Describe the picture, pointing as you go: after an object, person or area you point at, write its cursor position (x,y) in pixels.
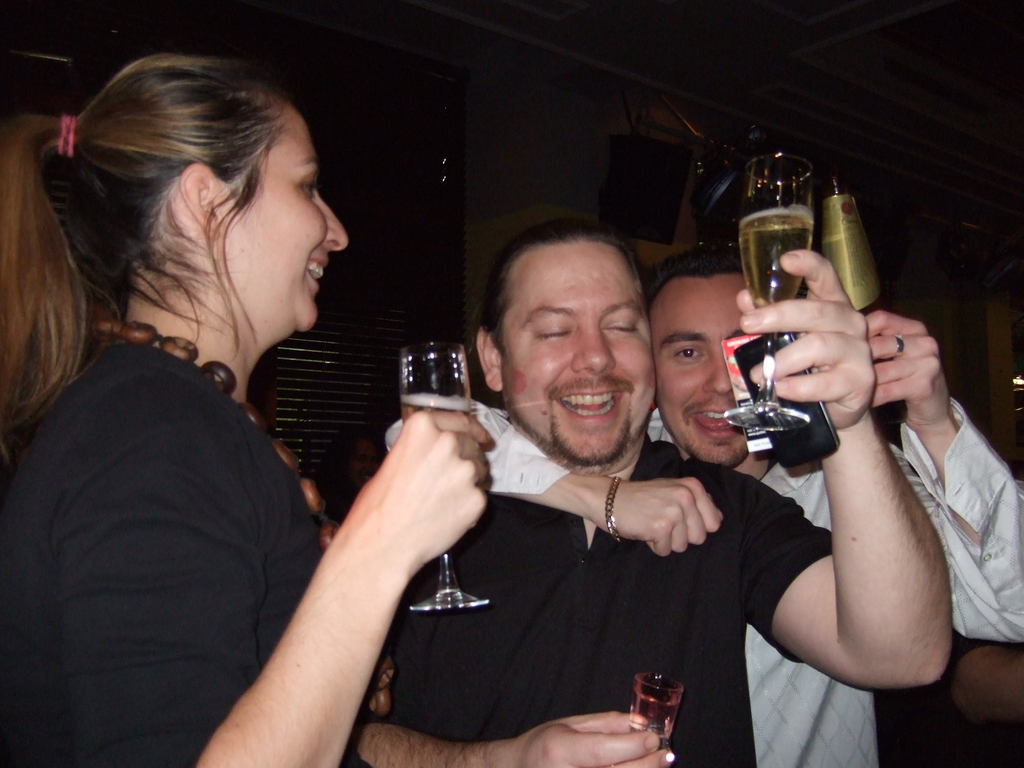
In this image in front (184,659) there are people (560,531) holding the wine glasses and they were smiling. Behind them there is a wall (547,156). Beside the wall (501,112) there are window blinds (433,286).
